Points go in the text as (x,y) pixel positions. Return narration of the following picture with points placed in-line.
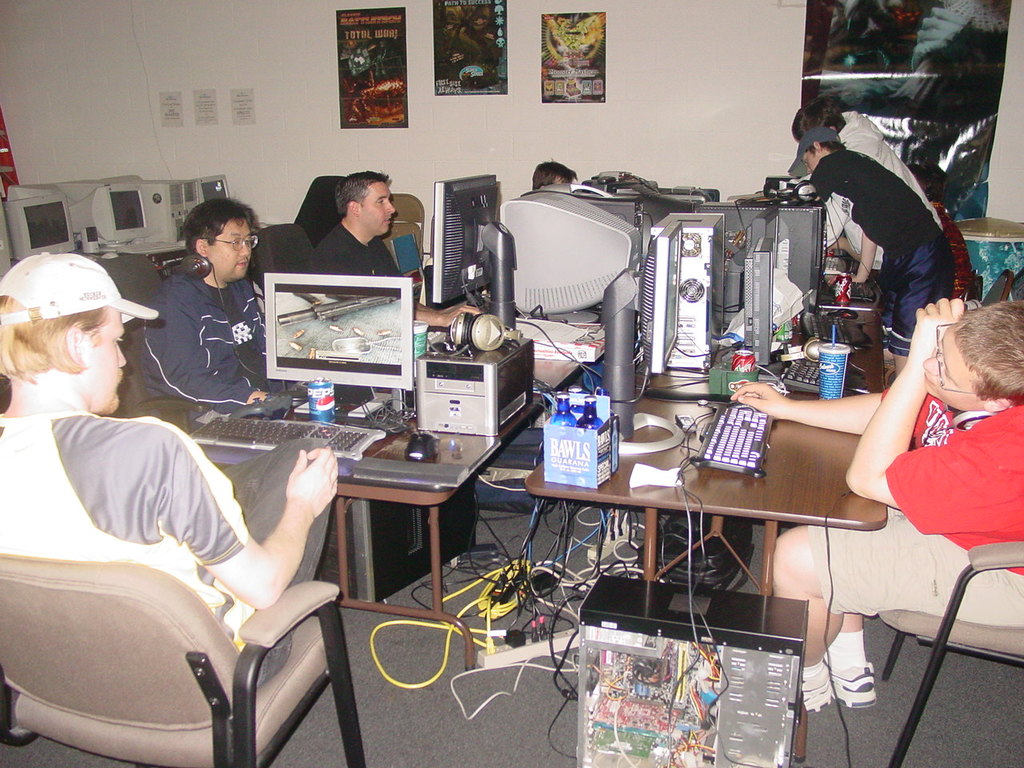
Few persons (332,238) are sitting on the chairs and few persons (841,144) are standing. We can see monitors (347,367), keyboards (342,435), tin (332,409), bottles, box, headsets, mouse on the tables (638,402). We can see cables (495,580), electrical device (629,696) on the floor (470,702). On the background (368,119) we can see wall (699,81), posters (922,74).
